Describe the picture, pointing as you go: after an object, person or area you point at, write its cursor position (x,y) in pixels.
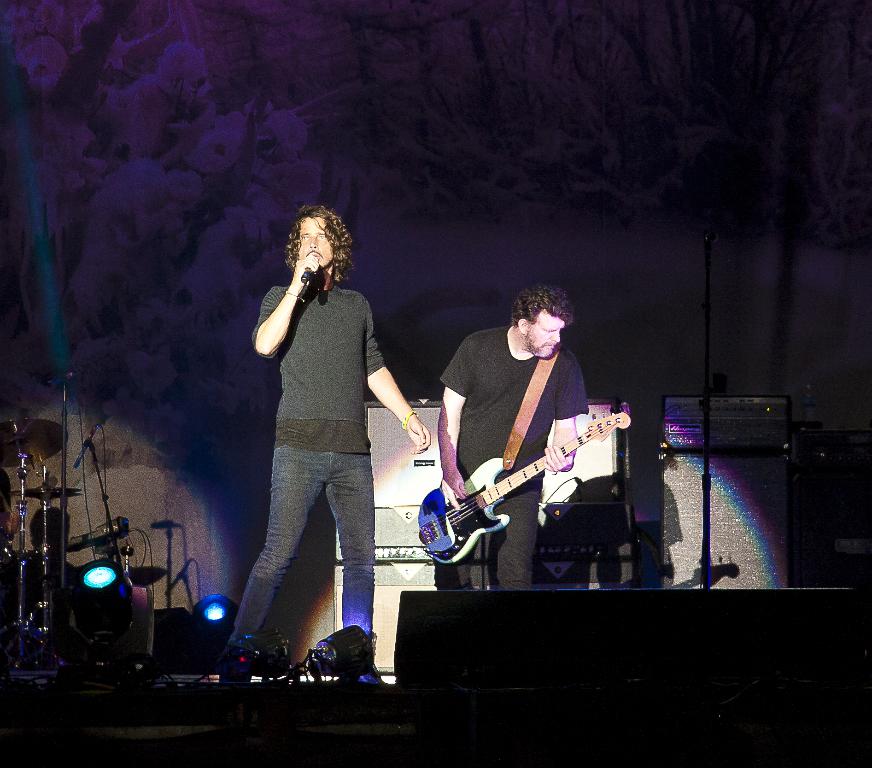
The picture is taken in a musical concert where a guy (325,238) is singing and another guy (566,455) beside him is playing a guitar (511,480). In the background (426,562) we observe many musical instruments (553,542) and few black boxes (726,427) kept on the right side of the image (759,452). There are also two LED lights (227,617) focusing on the musicians (287,298). The background (841,119) is violet color and beautifully designed.
